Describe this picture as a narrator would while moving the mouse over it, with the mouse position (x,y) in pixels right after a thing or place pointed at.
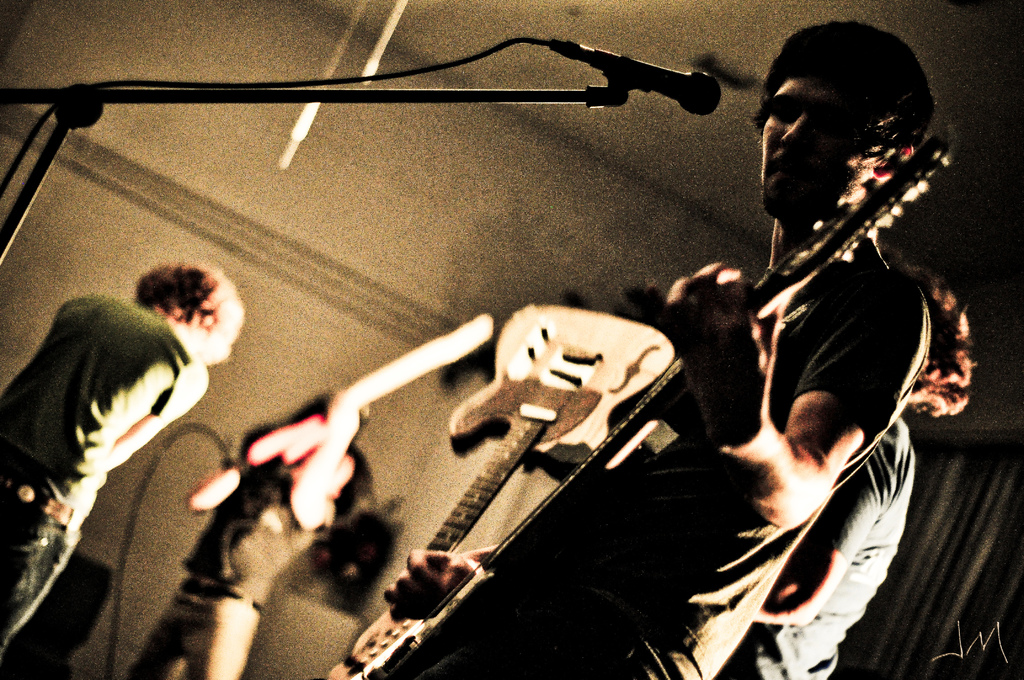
It looks like a music show there are some people (667,486) standing and playing the musical instruments (598,334) the person (747,439) who is standing first is holding guitar (619,424) in his hand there is a mike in front of him, beside to him someone is holding guitar (596,348) upside down.
